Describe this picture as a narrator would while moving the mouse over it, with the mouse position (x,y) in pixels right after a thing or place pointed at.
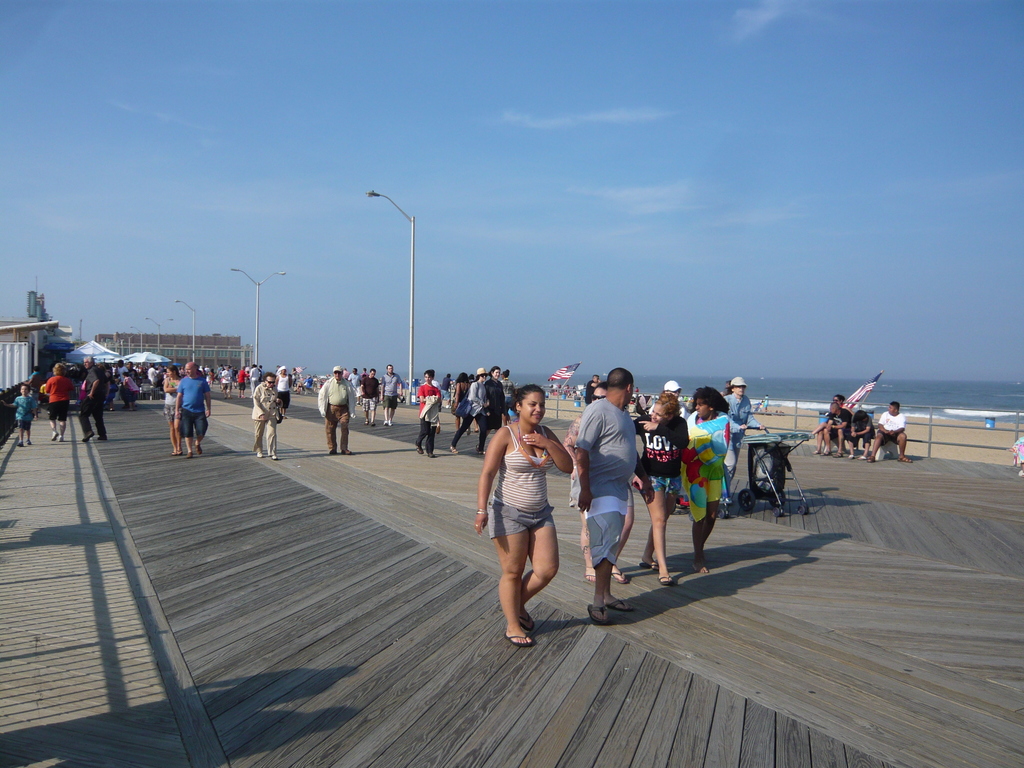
This image is taken outdoors. At the top of the image (156,148) there is a sky (459,231) with clouds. At the bottom of the image (419,698) there is a road (815,566). On the right side of the image (827,391) there is a sea (926,383). In the middle of the image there is a building (134,336) and there are a few poles (258,291). In the middle of the image (481,435) many people (577,418) are walking on the road (205,580) and three men (843,428) are sitting on the bench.
